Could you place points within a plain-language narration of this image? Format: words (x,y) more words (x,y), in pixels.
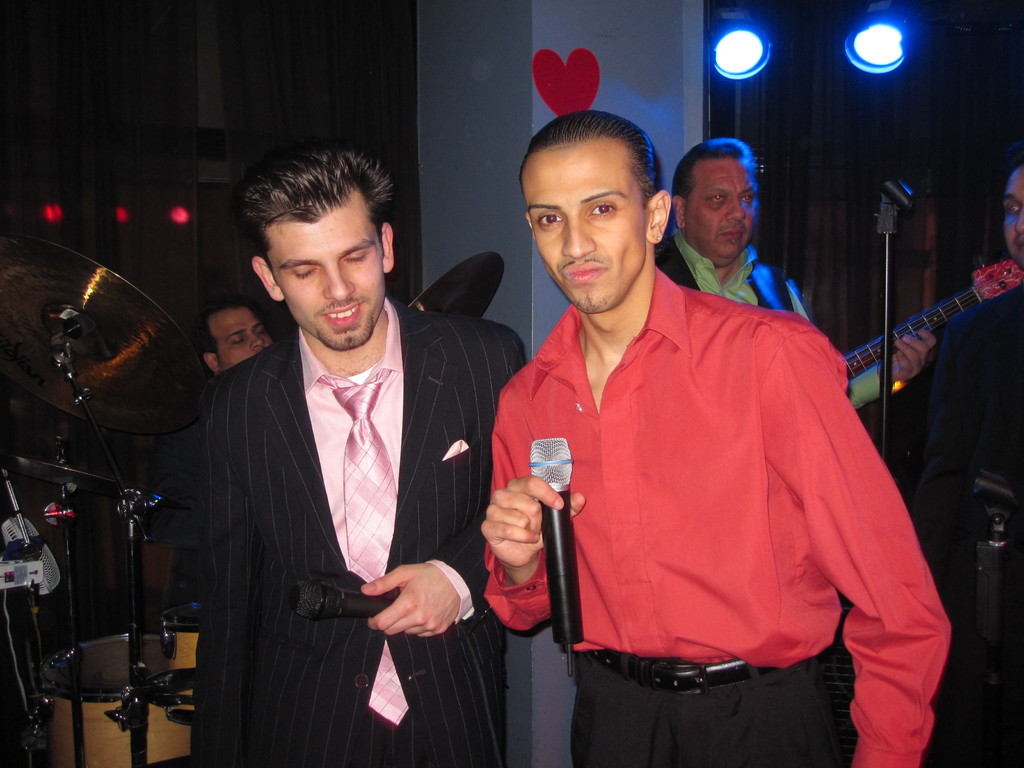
This image consists of many people (202,449). In the front (657,584), there are two men (334,351) standing. To the right (716,532), the man (691,472) wearing red shirt (676,566) is holding a mic (565,488). To the left (318,570) the man (313,560) standing is wearing a black suit (414,504) and pink shirt (332,418). In the background (621,57), there is a pillar (623,54) and lights (862,34) on the wall (909,107).
